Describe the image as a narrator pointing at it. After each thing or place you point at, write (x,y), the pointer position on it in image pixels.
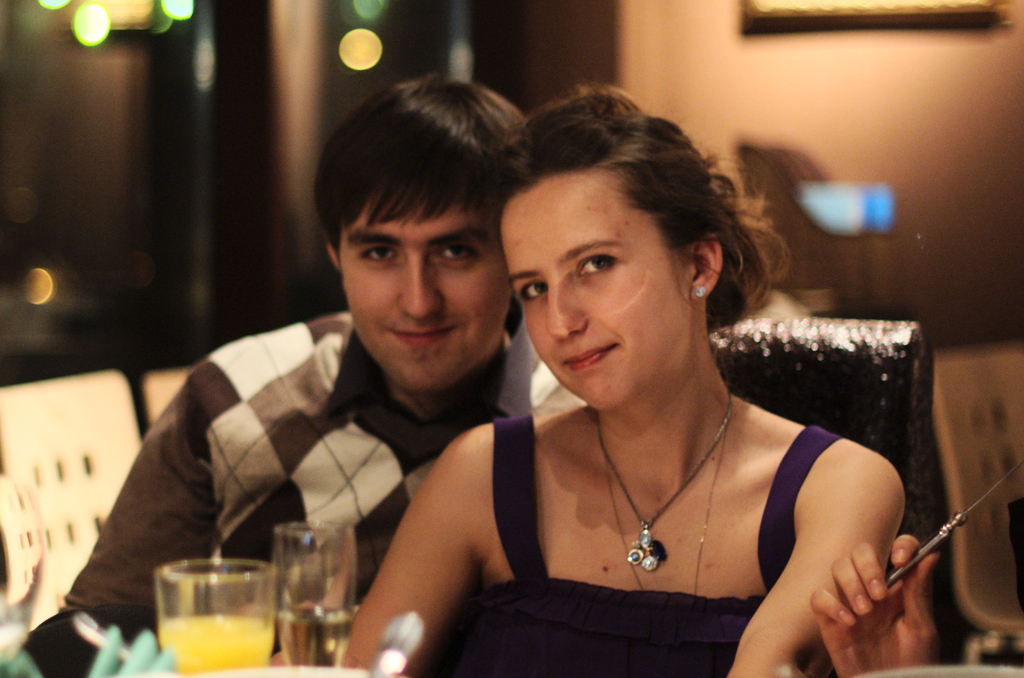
There is a man (399,287) and a woman (574,431). Woman (582,467) is wearing a necklace (653,511). There are glasses (297,604). In the back (171,396) there are chairs (745,378). And it is looking blurred. And we can see a person hand (874,588) holding something.
